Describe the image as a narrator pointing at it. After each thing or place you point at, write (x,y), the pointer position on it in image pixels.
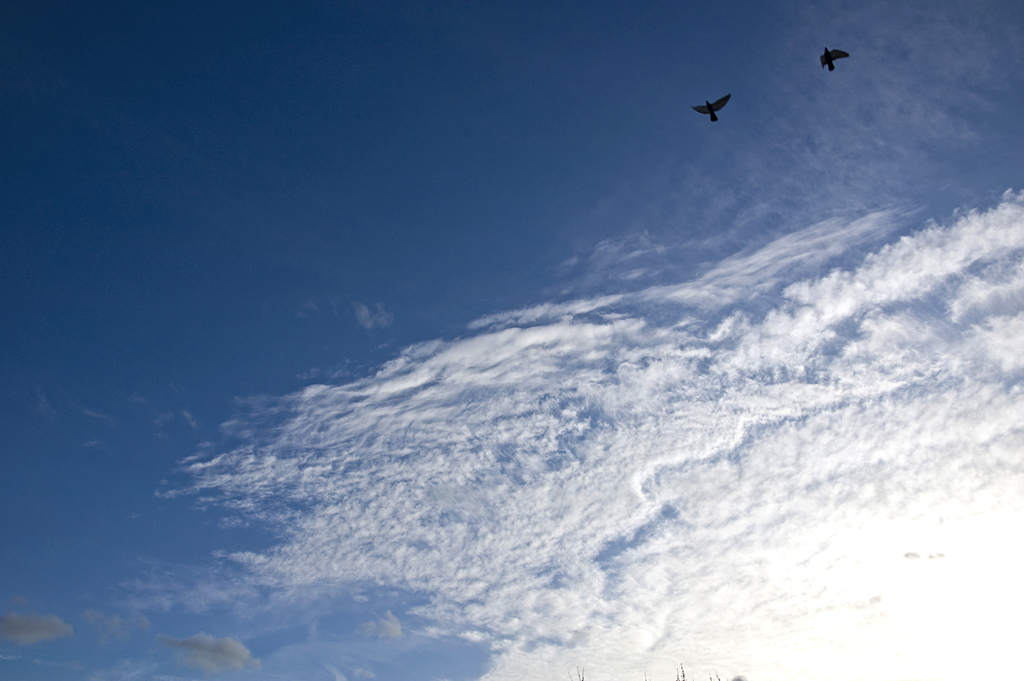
In this picture we can observe two birds (701,110) flying in the air (737,138). In the background (581,152) there is a sky (503,223) with some clouds (591,454).
